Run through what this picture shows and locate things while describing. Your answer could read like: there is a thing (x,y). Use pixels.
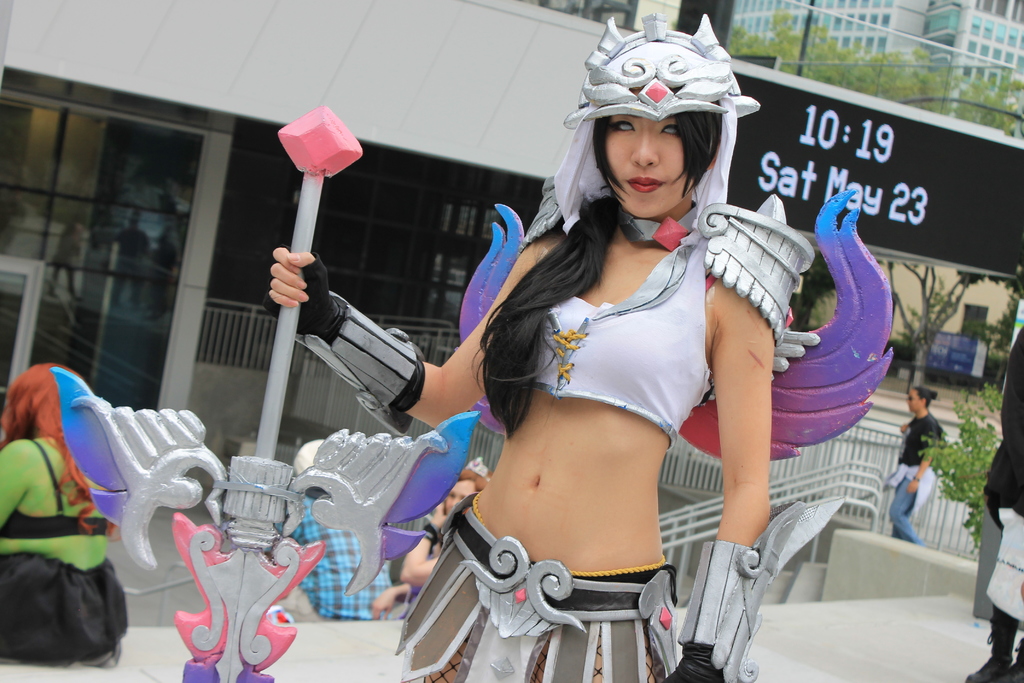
In this image I can see the person (722,375) is holding something and wearing different costume (781,255). I can see few buildings (489,41), windows (939,16), trees (883,50), few people (1022,397), poles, glass wall (68,232), few objects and few stairs (793,594).
